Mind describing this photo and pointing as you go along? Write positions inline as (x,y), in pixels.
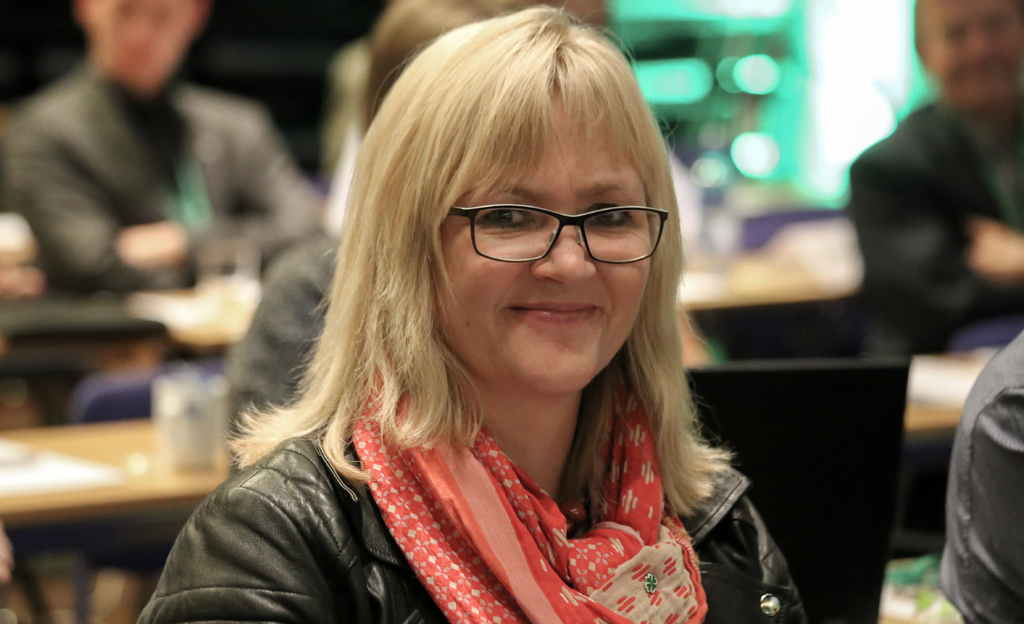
There is a woman (492,374) smiling and wore spectacle (522,214). In the background (28,230) it is blurry and we can see people (27,204) and objects (181,432) on tables (235,310).
